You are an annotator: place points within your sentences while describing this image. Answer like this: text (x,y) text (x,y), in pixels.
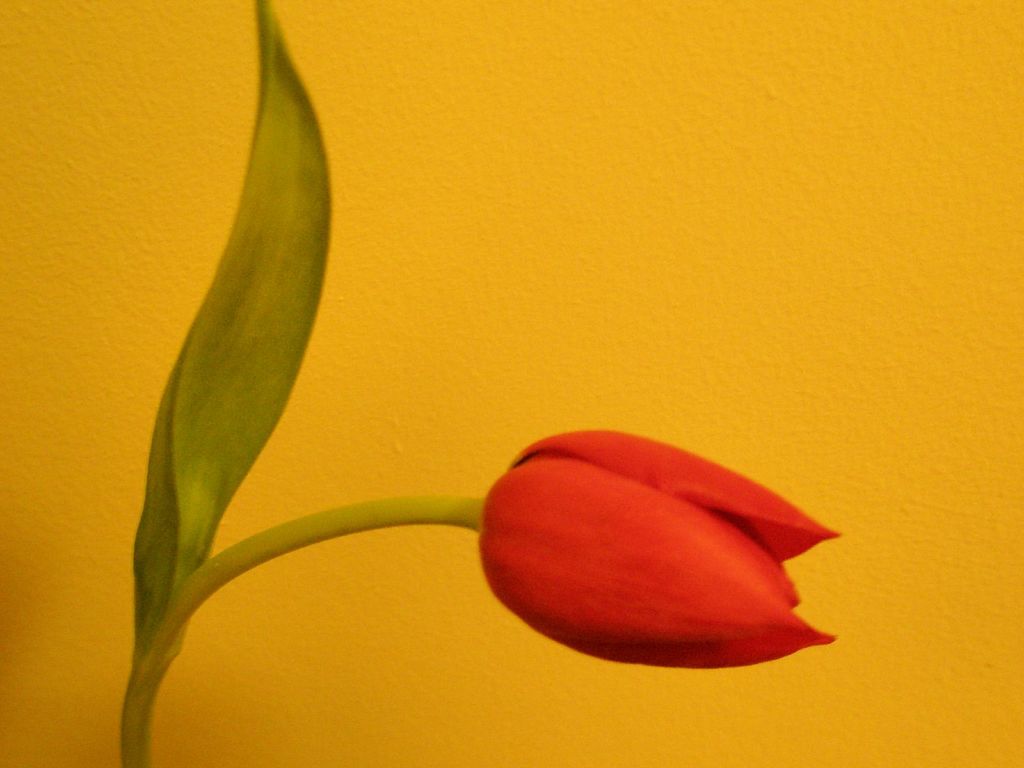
In this image I can see a flower (588,540) with a leaf (231,382). I can also see the background (574,209) is yellow in color.
